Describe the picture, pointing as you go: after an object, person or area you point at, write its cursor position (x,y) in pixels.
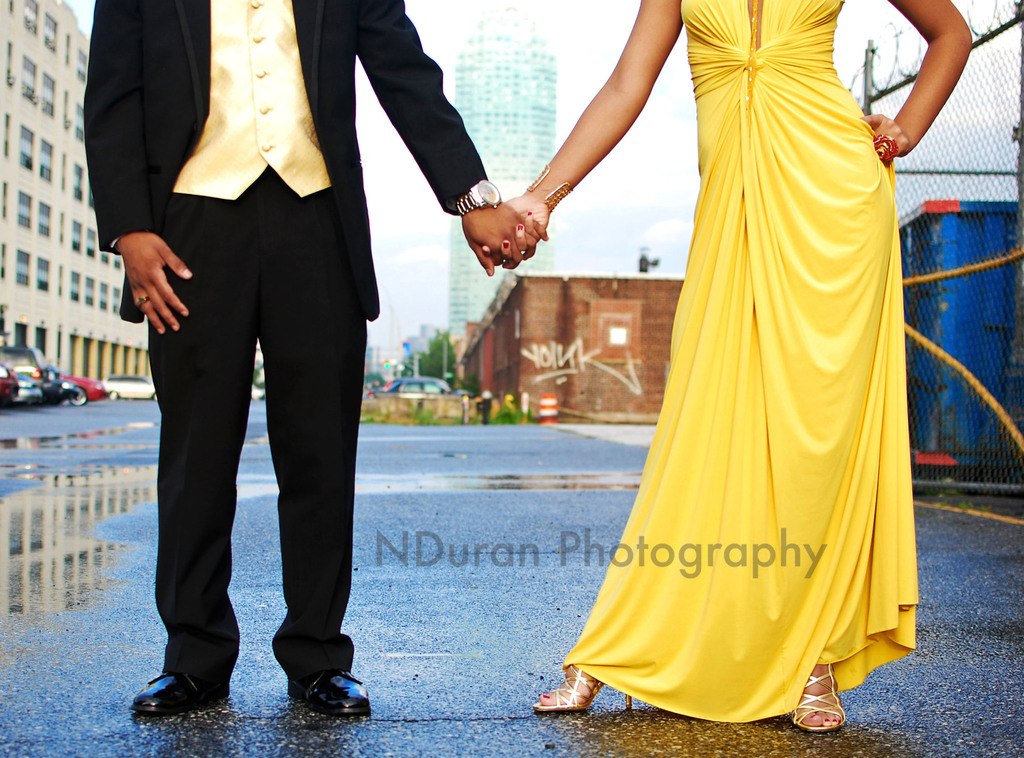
A couple (642,8) is standing wearing clothes (870,352), there are buildings (629,322), there are cars (56,368) on the road (457,558).
